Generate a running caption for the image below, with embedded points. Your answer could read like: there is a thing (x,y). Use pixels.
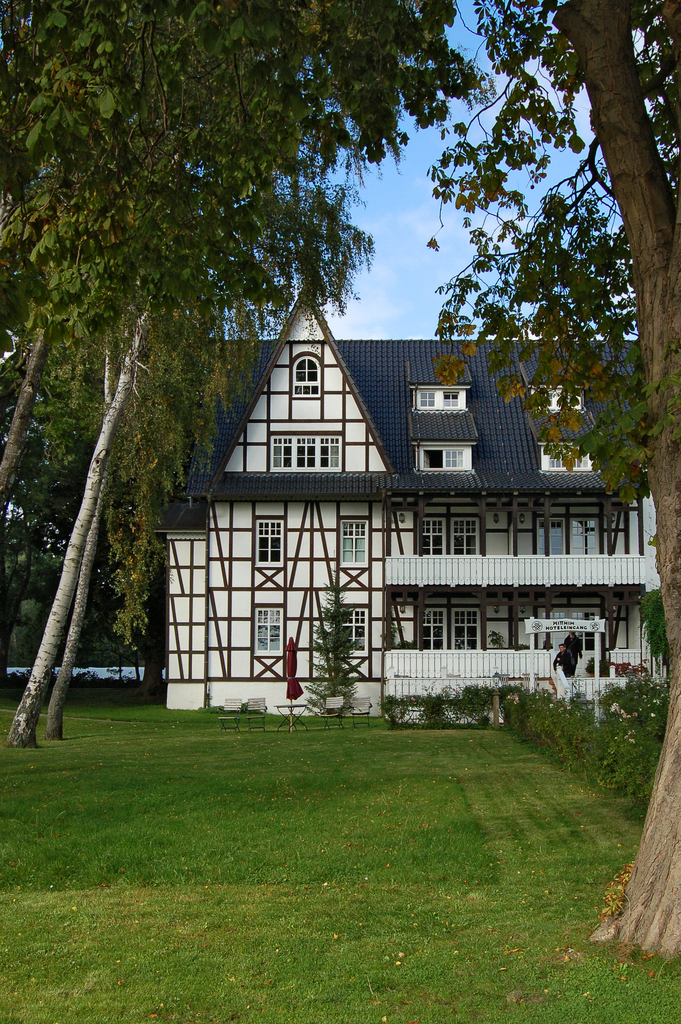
In the picture I can see a building (411,568), trees (429,247), a white color board (584,630) which has something written on it, plants (614,733) and the grass (326,871). In the background (399,269) I can see the sky (392,251).
